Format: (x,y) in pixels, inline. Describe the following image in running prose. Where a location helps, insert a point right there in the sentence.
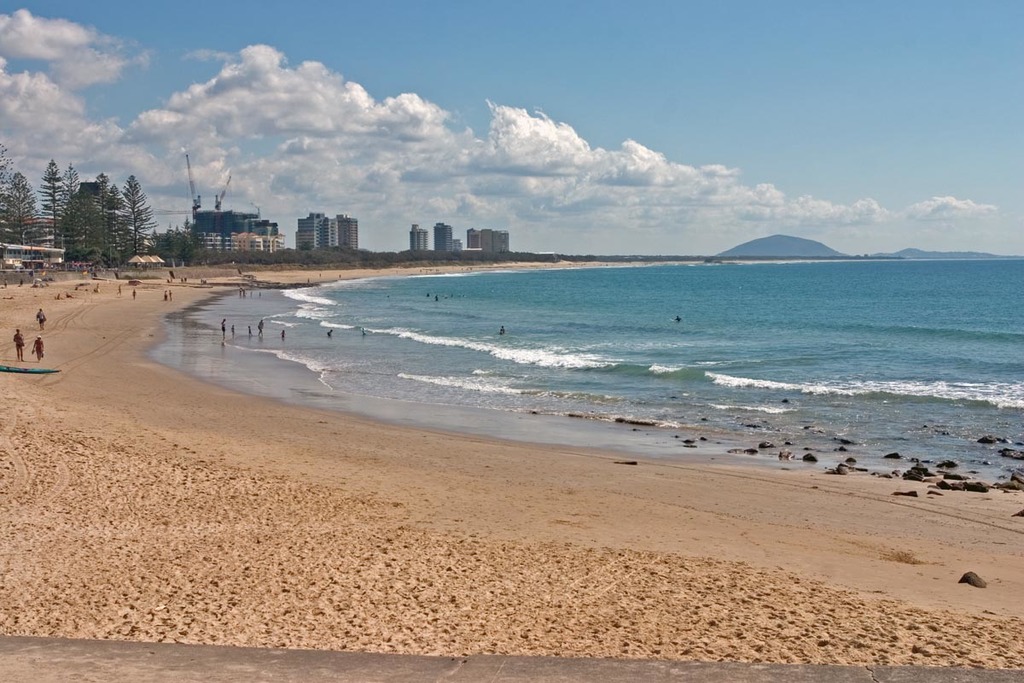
In this picture we can see stones (808,461), water (961,450), some people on sand (133,468), trees (89,217), umbrellas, buildings (445,228), mountains (952,250) and some objects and in the background (254,112) we can see the sky (558,94) with clouds (127,142).
